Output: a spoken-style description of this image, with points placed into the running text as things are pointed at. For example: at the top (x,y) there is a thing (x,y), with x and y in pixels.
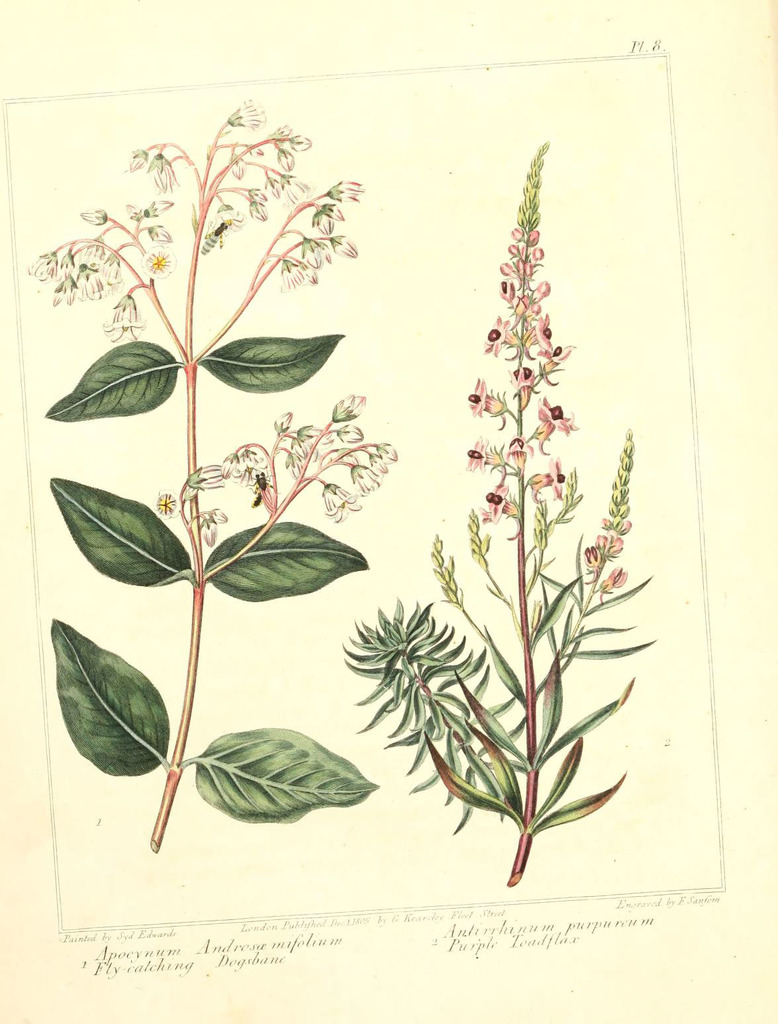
In this picture I can see the paper (496,24) in front (658,281), on which there are depiction pictures (485,385) of plants (196,572). On the bottom of this picture (284,945) I see something is written and on the top right corner of this image (644,52) I see 2 alphabets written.
